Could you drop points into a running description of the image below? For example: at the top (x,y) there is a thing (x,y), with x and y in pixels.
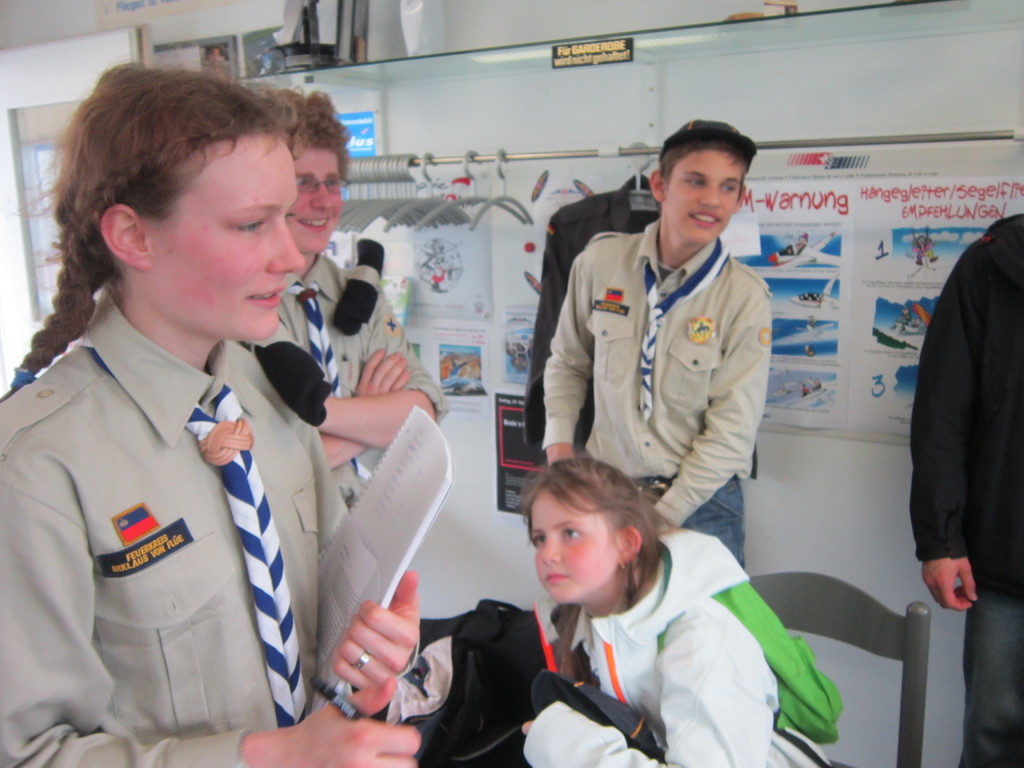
In this picture I can see a person (745,748) sitting on the chair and holding an object (606,707), there are group of people (245,539) standing, a person (200,693) holding a book (423,511), there are posters (751,182) on the wall (762,430), and in the background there are clothes hangers (370,209) hanging to the iron rod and there are some objects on the glass shelf (866,21).
